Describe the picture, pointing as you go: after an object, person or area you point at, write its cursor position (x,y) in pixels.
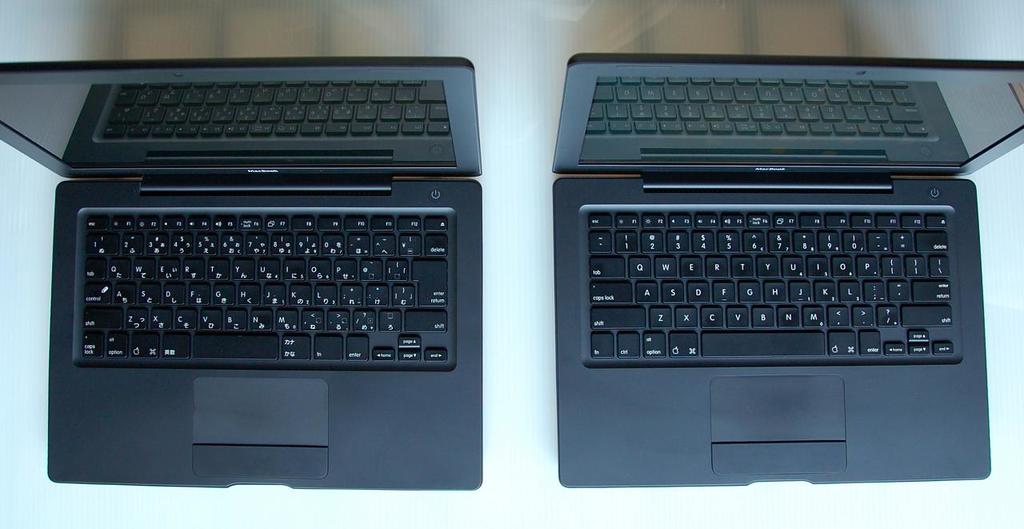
In this picture we can see two laptops (440,451) on the platform (555,442).
